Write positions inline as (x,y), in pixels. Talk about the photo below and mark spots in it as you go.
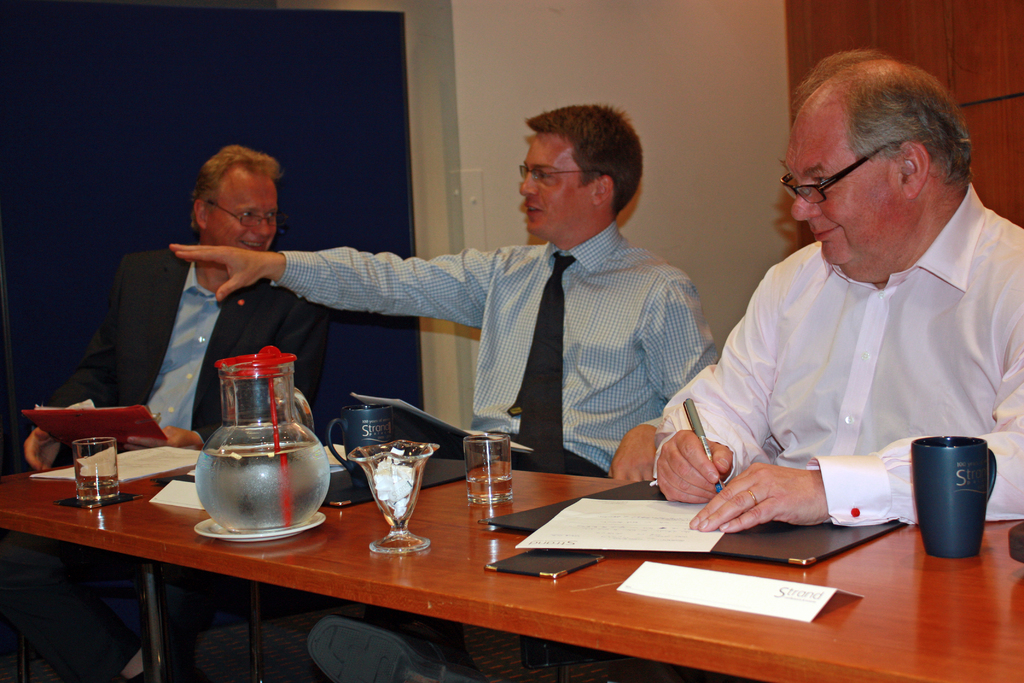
Here we can see a three people (956,120) who are sitting on a chair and they are smiling. This is a wooden table (599,612) where a cup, a file (845,545), a glass (482,502) and a jar (306,407) of water (213,471) are kept on it.
